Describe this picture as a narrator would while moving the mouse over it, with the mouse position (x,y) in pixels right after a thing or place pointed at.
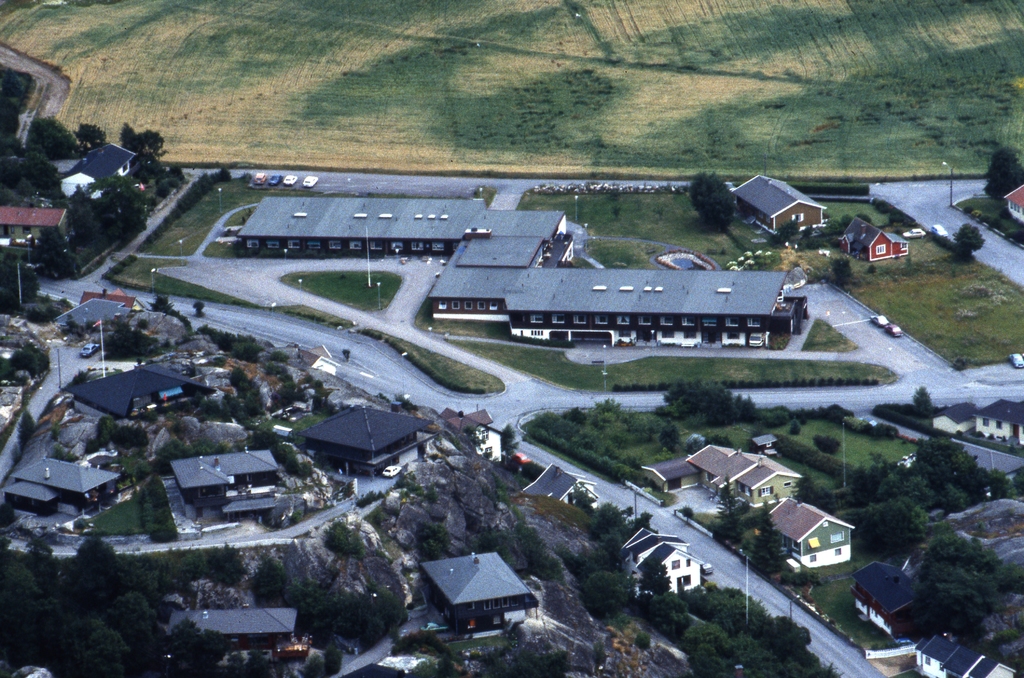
This is an aerial view image. In this image we can see ground (555,126), motor vehicles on the roads (908,206), street poles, street lights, trees (704,195), bushes (964,246), buildings (90,296) and rocks (456,483).
